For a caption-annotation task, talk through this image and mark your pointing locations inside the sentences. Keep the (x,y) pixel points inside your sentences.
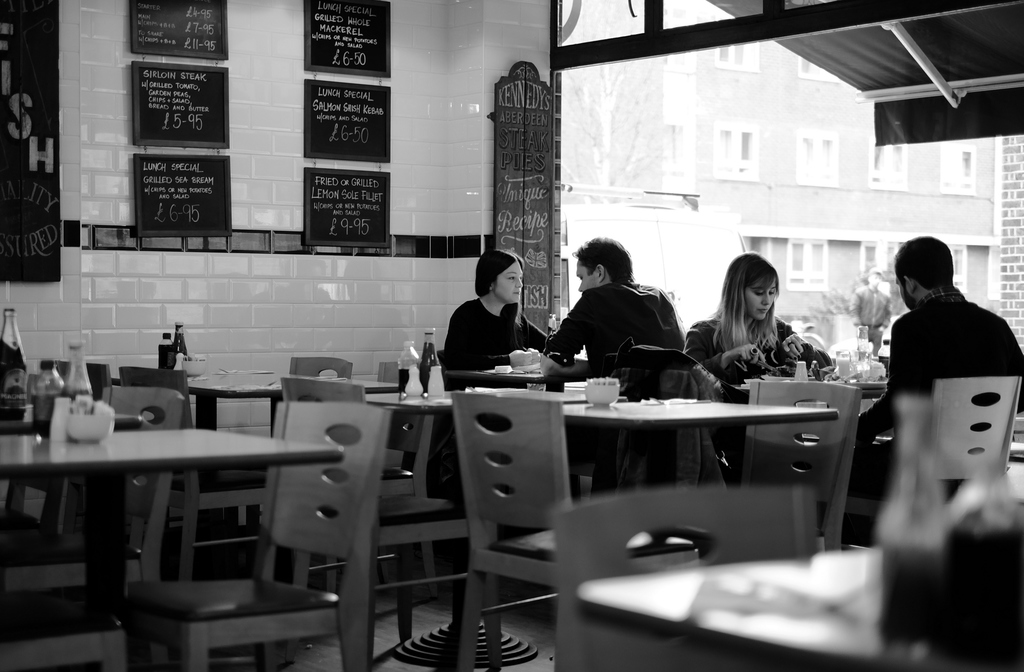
It is a restaurant (319,383) there are total four people (457,357) sitting separately, two of them are sitting on one table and other two (756,279) are sitting in other table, they are eating the food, in the background (178,245) is a wall (77,222) with tiles (457,205) and the menu (331,111) and charges (341,128) written on a board (357,130) and stick to the wall (233,331) in the background (821,156) to the right side (786,88) there is a building (757,120) outside the restaurant (318,583).
